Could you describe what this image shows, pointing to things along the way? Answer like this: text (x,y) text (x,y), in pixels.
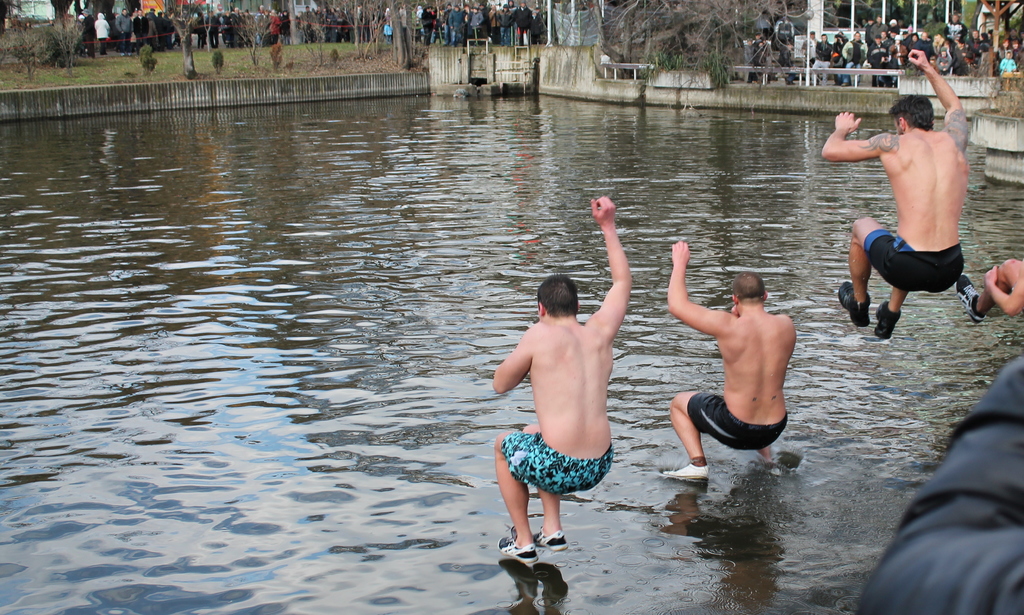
In this image there are four persons (936,259) jumping into a lake (320,335), in the background (684,67) there are trees (24,62) and people (266,29).
